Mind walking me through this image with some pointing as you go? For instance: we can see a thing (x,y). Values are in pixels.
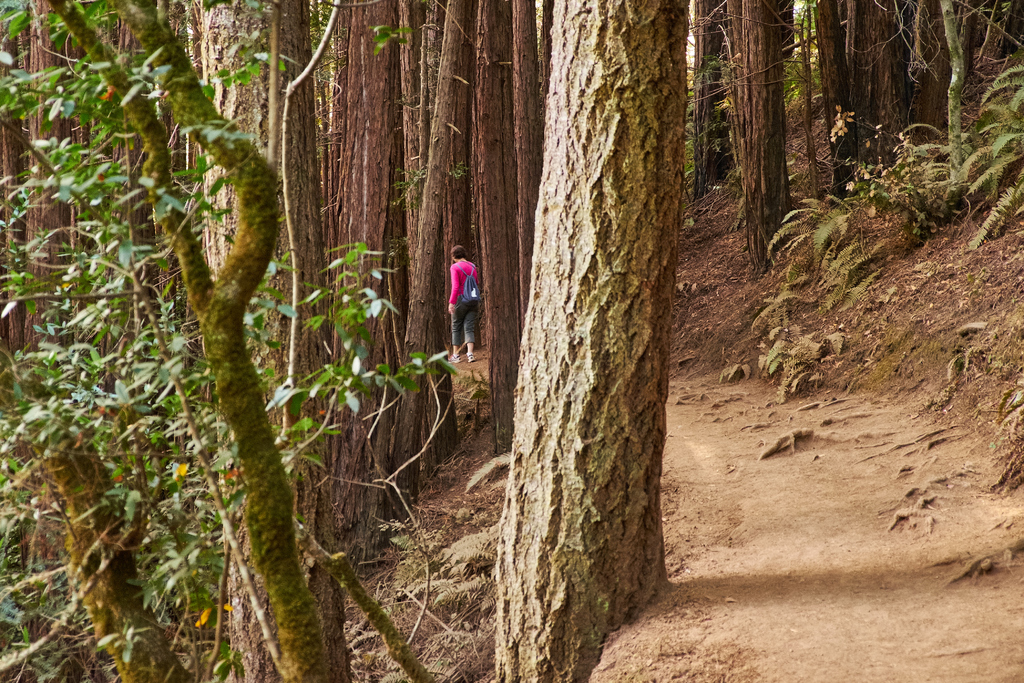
In this image I can see a person (461,285) standing wearing pink color shirt (464,271), gray pant (455,307), blue color bag (468,298). Background (434,220) I can see trees (215,381) in green color.
